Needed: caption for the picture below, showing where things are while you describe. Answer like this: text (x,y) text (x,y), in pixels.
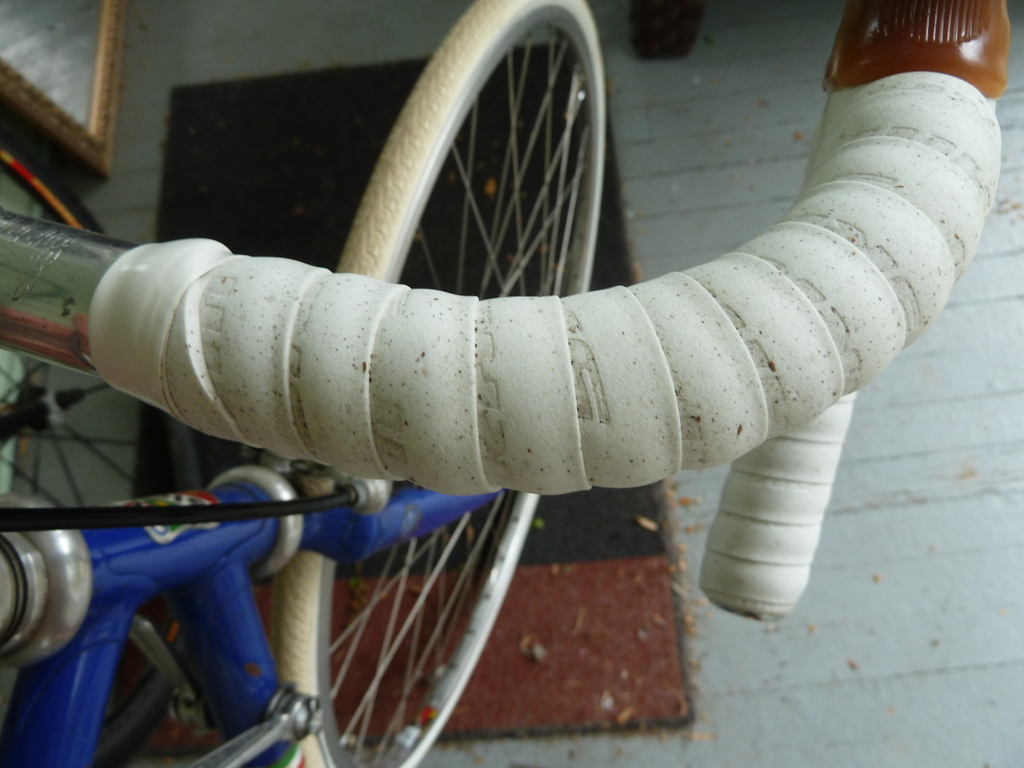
This image is taken outdoors. At the bottom of the image (824,667) there is a floor (855,403) and there is a mat (598,665) on the floor (899,593). In the middle of the image (378,335) a bicycle (244,615) is parked on the floor (761,657).
